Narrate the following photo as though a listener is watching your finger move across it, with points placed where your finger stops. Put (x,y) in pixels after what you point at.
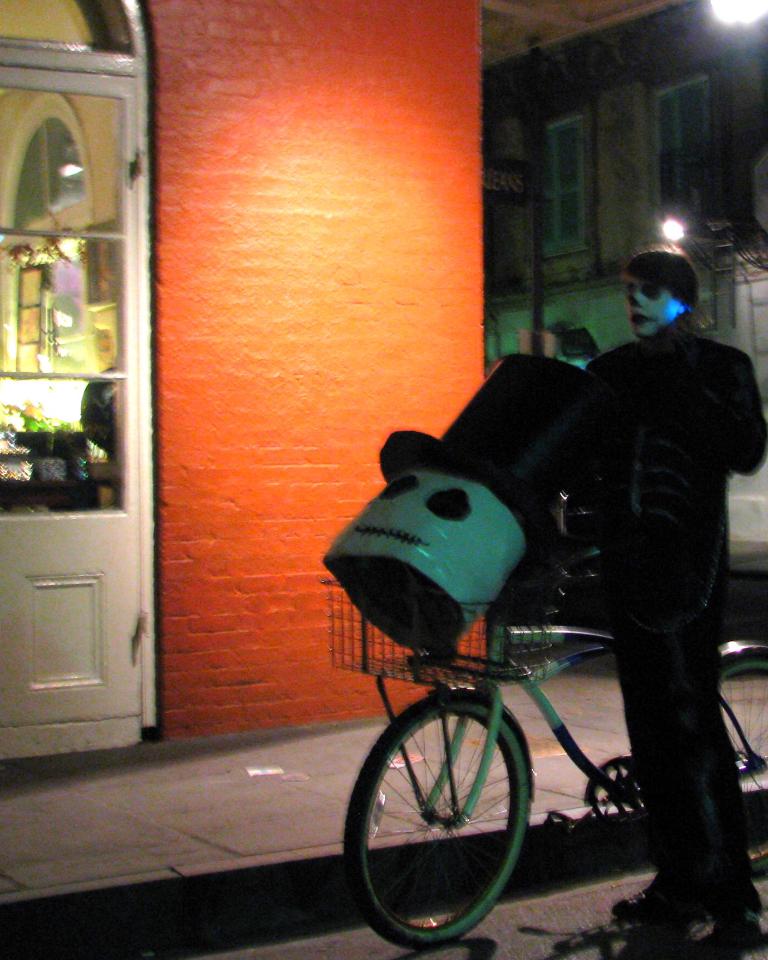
In this image, we can see a person (699,390) wearing clothes (671,493) and standing with a cycle (468,691). There is a wall (279,391) in the middle of the image (292,331). There is a light (739,19) in the top right of the image (730,25).
